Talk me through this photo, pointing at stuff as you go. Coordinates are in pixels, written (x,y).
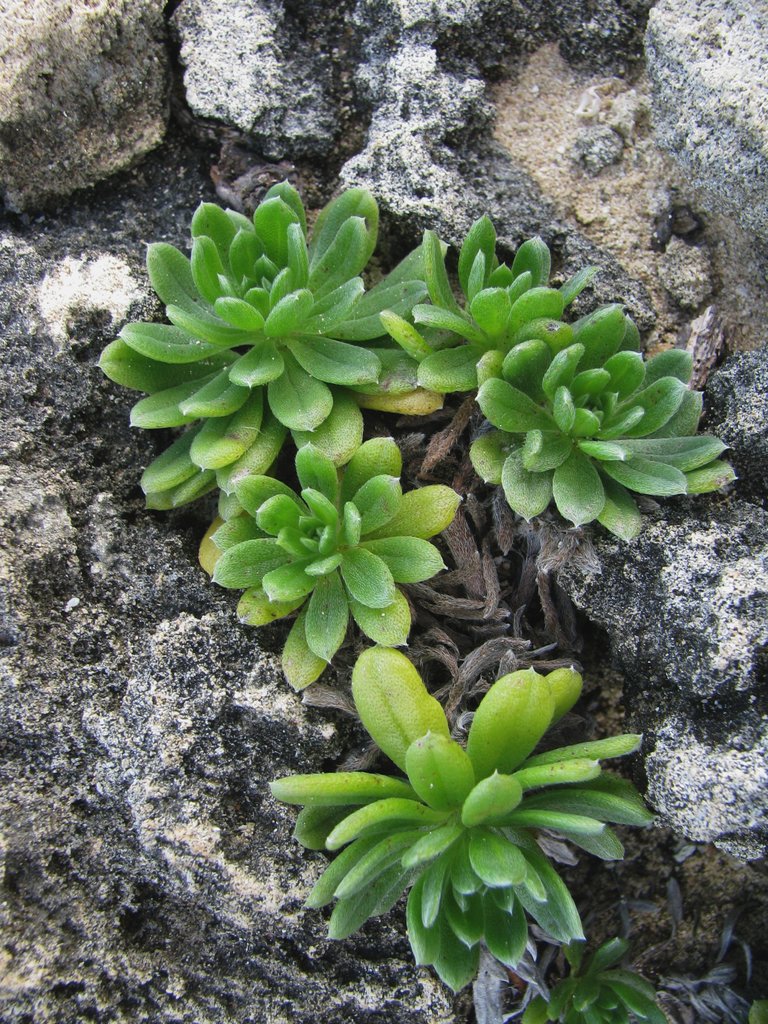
In this picture there are plants (413,842) and there are rocks (738,790).
